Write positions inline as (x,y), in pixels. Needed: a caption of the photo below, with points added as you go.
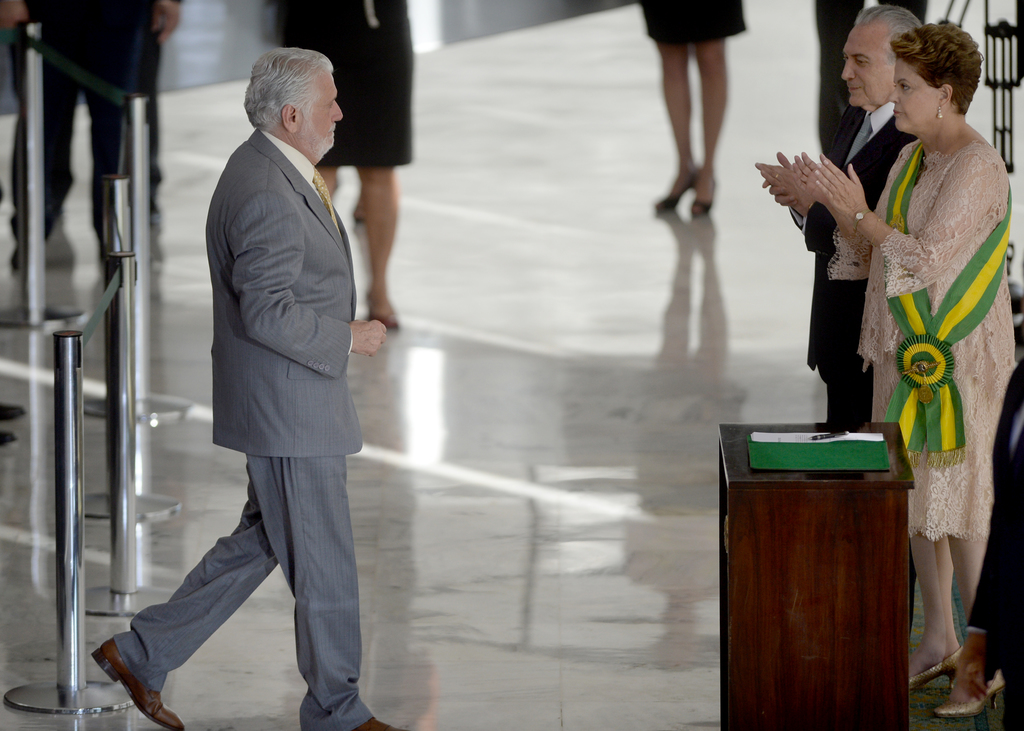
On the left side of the image (332,642) we can see the barricade (29,62) and a man (177,634) is walking on the floor (267,610) and wearing a suit (317,384). On the right side of the image (909,189) we can see two people (950,351) are standing and clapping, in-front of them we can see a table (810,514). On the table (834,488) we can see a book (818,464), paper (794,433), pen (845,433). In the background of the image (831,2) we can see some people (142,36) are standing on the floor (496,331).
